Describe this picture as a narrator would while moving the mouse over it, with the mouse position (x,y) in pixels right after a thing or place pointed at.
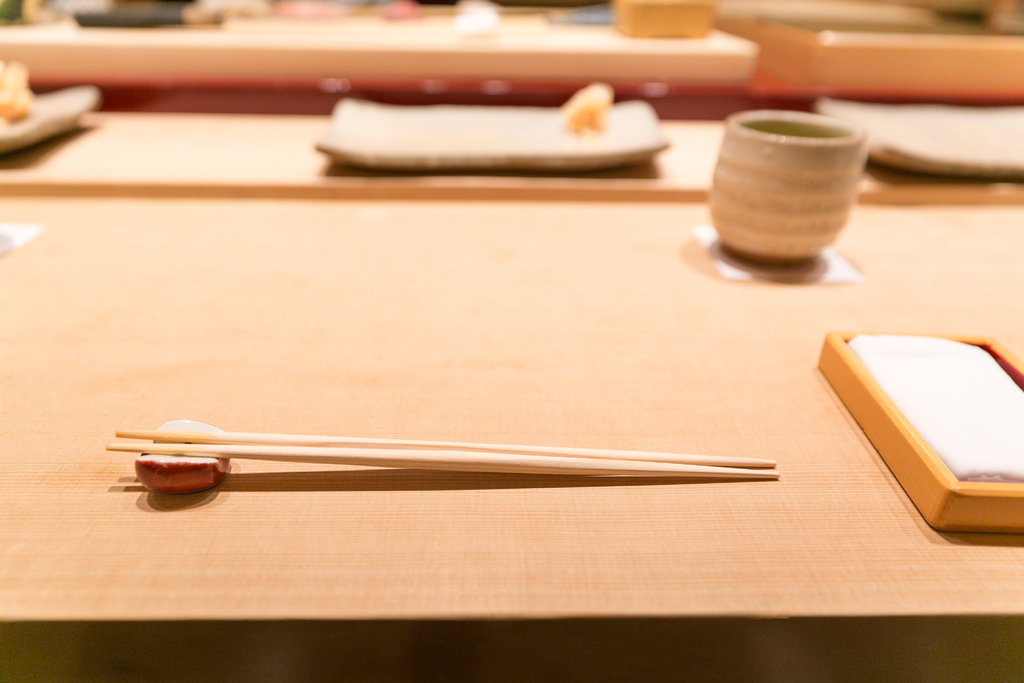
In the image we can see there is table (398,253) on which there are chopsticks (314,455) which are kept on it and in a box (883,400) there are napkins (952,411), there is cup glass (799,170), tray (608,133) and there are lot of tables (435,286) on which the items (689,8) are kept on it.
